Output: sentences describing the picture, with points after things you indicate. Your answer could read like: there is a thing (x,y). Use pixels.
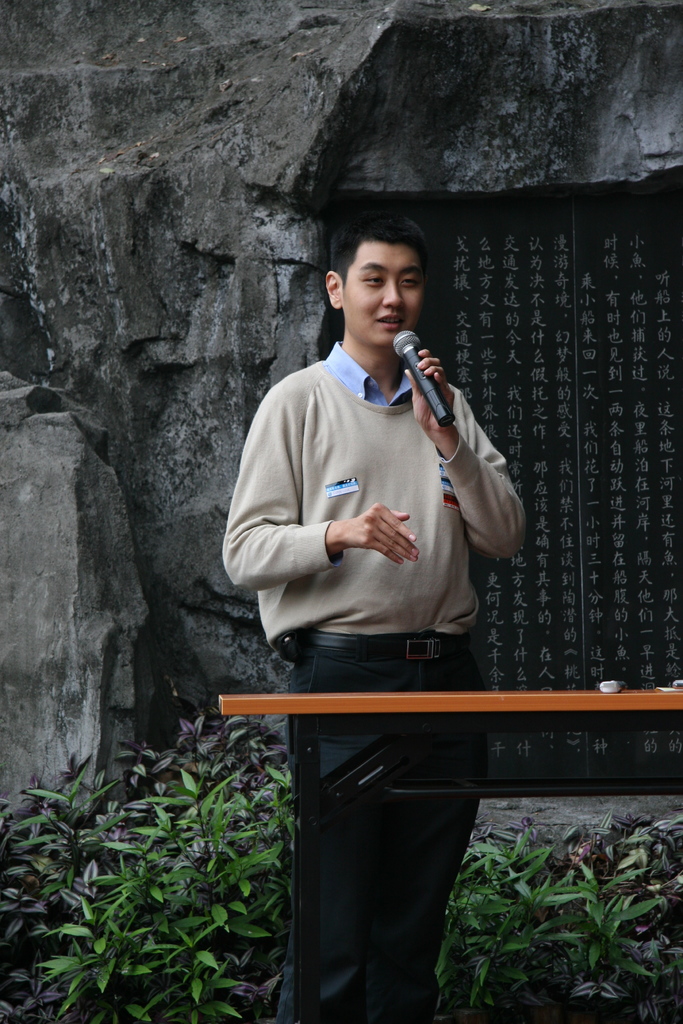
In this image we can see a person (271,546) wearing black color pant (360,663), cream color sweater (430,455) holding microphone (419,354) in his hands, there is table (431,788) in front of him on which there are some objects (618,690) and in the background of the image (257,843) there are some plants (100,983), stone (284,80) and there is blackboard (583,434).
